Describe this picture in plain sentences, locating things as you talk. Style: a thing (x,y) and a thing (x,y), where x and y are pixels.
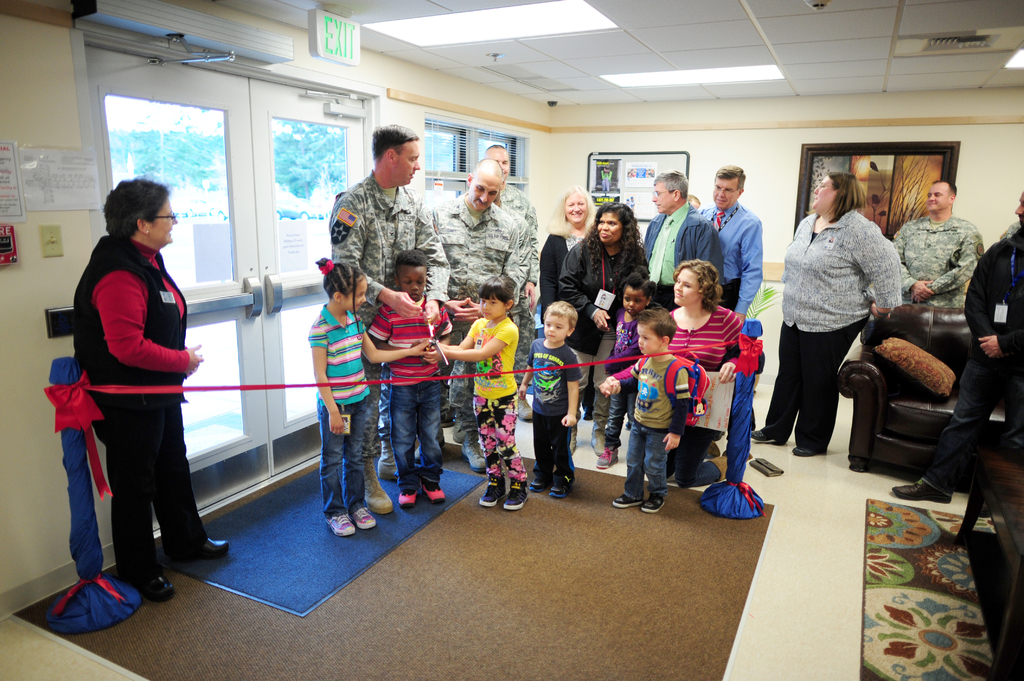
In this picture I can see group of people (960,450) standing. There is a pillow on the couch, carpets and some other objects (152,386). I can see papers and boards (683,170) attached to the walls (54,63). I can see window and a door (127,75). Through the door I can see trees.
